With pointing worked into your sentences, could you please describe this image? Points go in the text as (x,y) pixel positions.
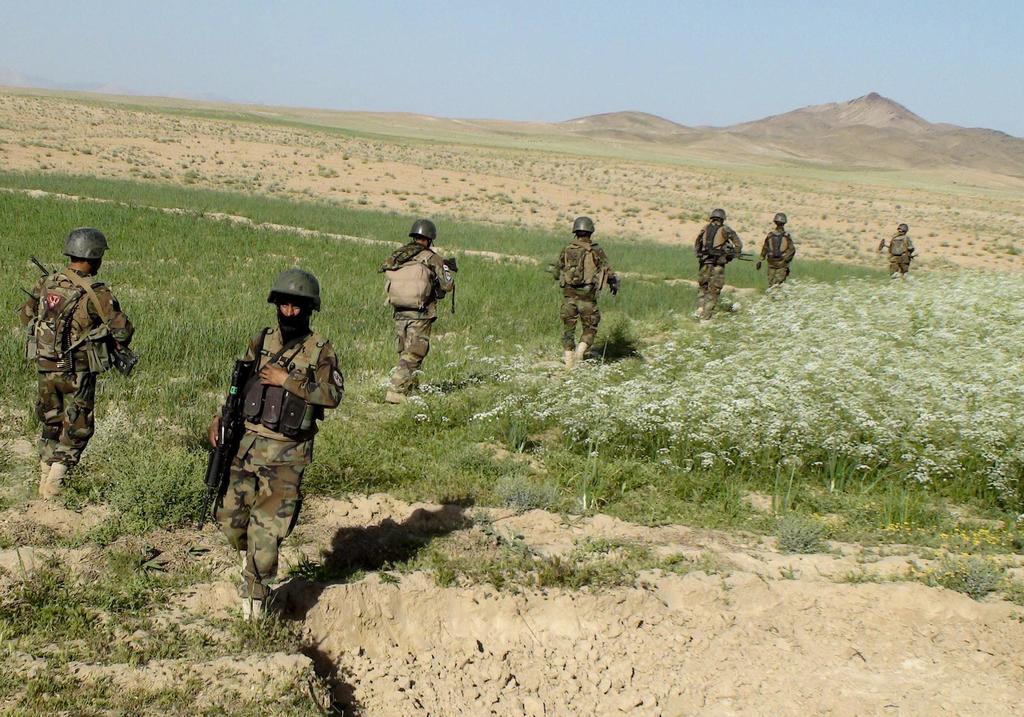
In the foreground of this image (517,359), there are few persons (327,345) in military dress (710,271) holding guns (728,253) in their hands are walking on the grass (527,427). In the background (524,30), there are plants (780,322), grass (309,210), mountains (621,125) and the sky (537,23).
